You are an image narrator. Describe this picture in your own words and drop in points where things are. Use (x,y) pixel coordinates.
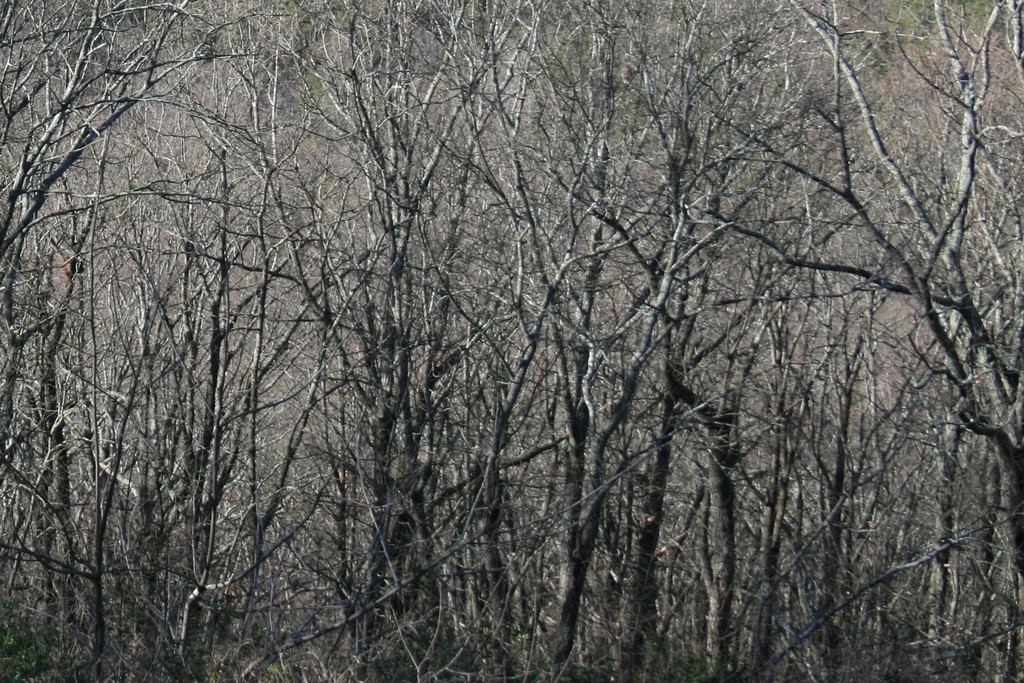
In this picture we can observe dried trees (599,332) on the ground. There are no leaves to the trees (208,332) in this picture.
